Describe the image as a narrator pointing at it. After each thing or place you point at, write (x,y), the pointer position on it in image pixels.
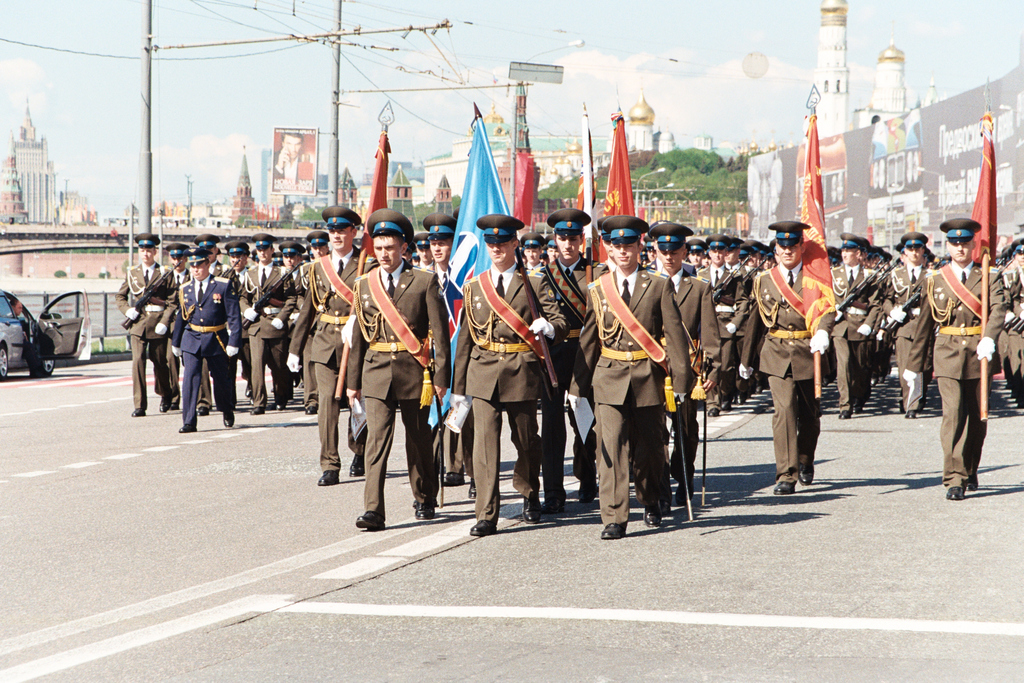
In the image there are many soldiers (507,324) doing march past on the road (145,664) holding flags (503,202) and in the back (751,168) there are many buildings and trees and above its sky (118,99) with clouds (203,165).
